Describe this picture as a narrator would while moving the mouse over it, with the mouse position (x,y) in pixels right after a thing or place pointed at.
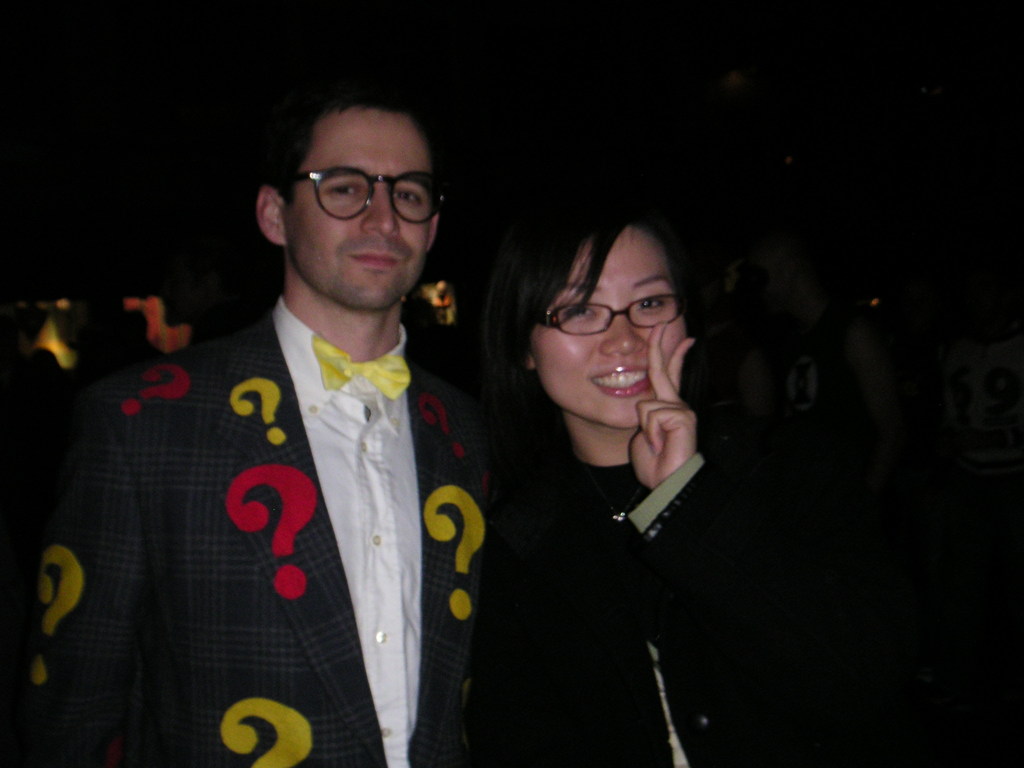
In this image I can see two persons (639,369), background (84,233) is dark and they both are wearing spectacle (589,325) and a woman (634,386) she is smiling.
